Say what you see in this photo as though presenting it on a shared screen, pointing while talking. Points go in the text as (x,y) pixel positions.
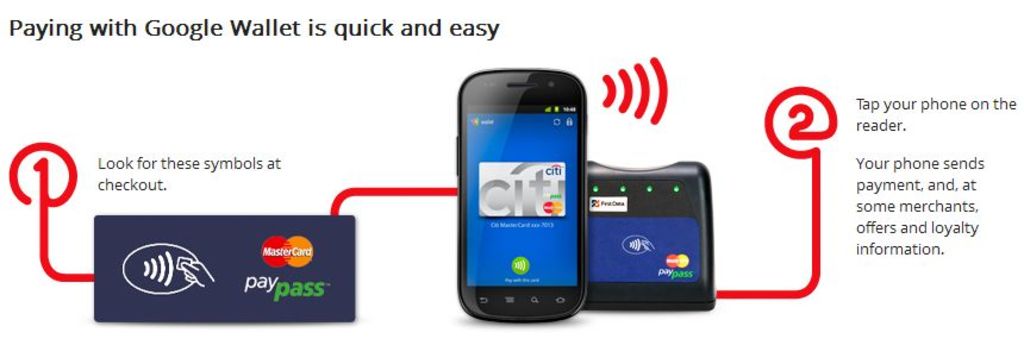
It is the screenshot of a screen (133,68) and there is an advertisement (654,238) of some application.
